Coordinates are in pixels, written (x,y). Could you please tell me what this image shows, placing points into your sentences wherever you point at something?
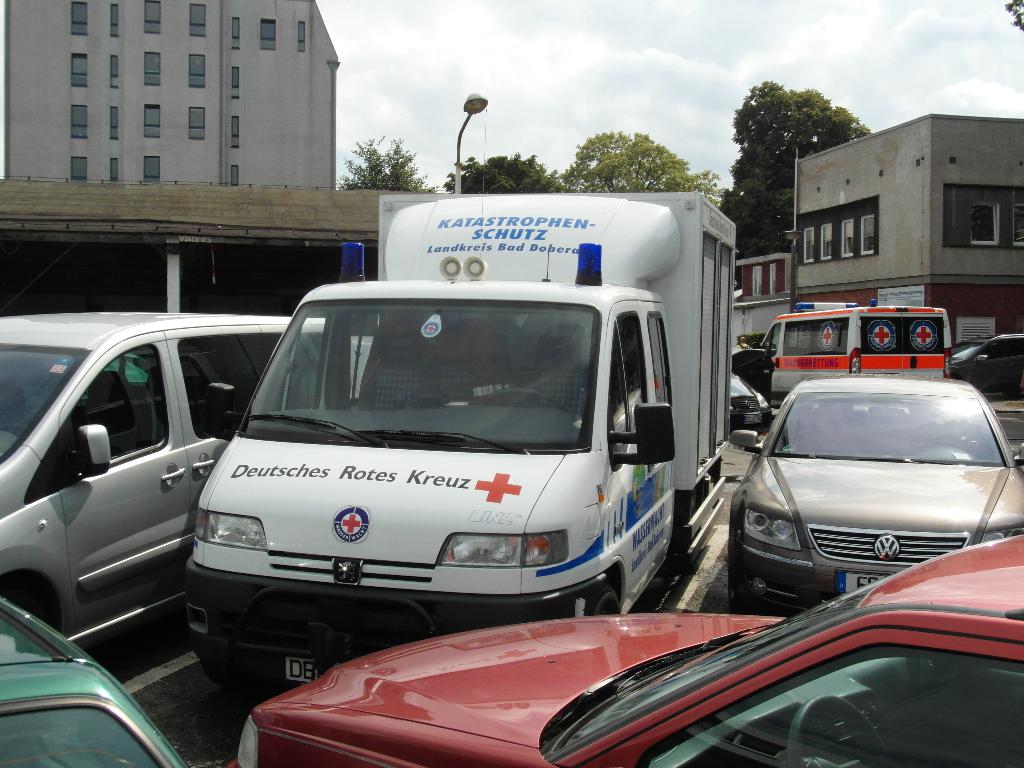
In this picture we can see vehicles (285,427) on the road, buildings (965,140) with windows (1019,239), trees (619,159) and in the background (658,61) we can see the sky (718,59) with clouds (737,96).
